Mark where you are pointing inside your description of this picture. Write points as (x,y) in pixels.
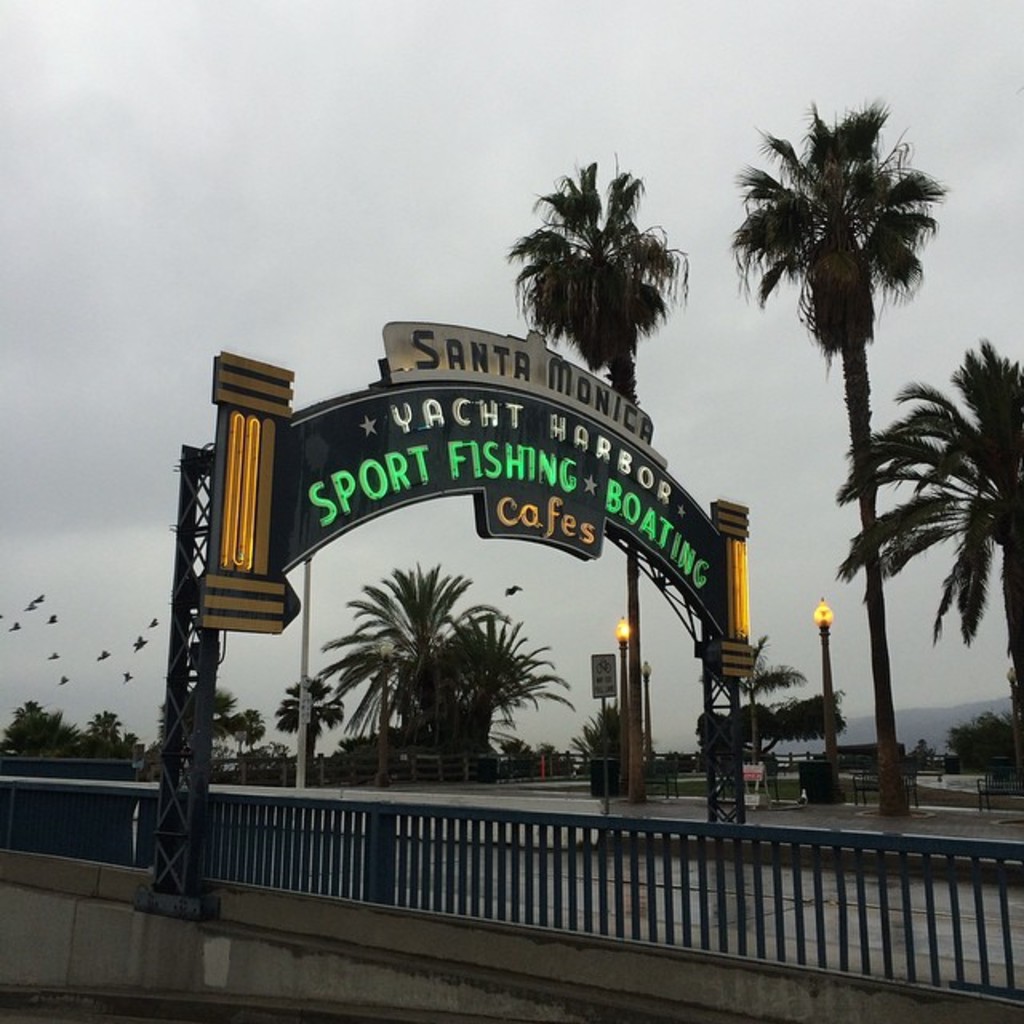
Here we can see arch (221,582) and fence (208,851). Something written on this arch (641,427). Background (494,571) there are trees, sky (439,209), light poles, board (608,669) and fence (291,765). Birds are flying in the air (79,625). Sky (308,234) is cloudy.
